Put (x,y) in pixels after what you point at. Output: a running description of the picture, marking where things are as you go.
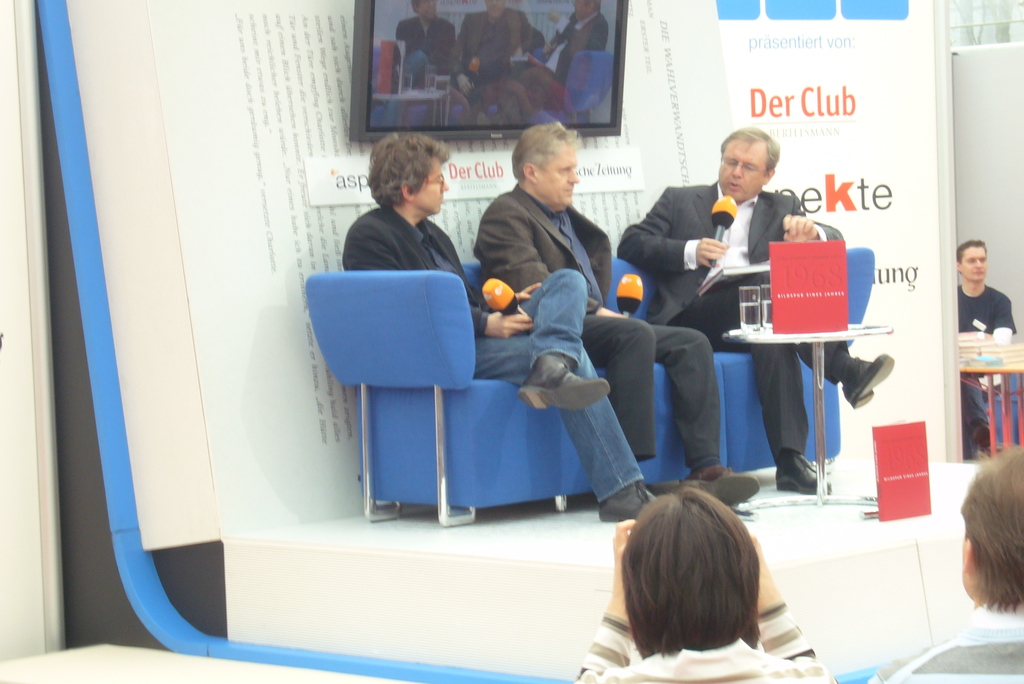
In this image, we can see few people (698,419). In the middle of the image (565,449), three humans (577,347) are sitting on a sofa (492,417) and holding microphones (723,233). Here a person (736,196) is talking. There is a table (809,334), few objects (800,309) are placed on it. Background (778,88) we can see a banner (741,89), television (528,76). In the screen (474,57), we can see the view (509,50). Right side of the image (979,361), there are few tables (1001,371), some objects (983,346) are placed on it.
